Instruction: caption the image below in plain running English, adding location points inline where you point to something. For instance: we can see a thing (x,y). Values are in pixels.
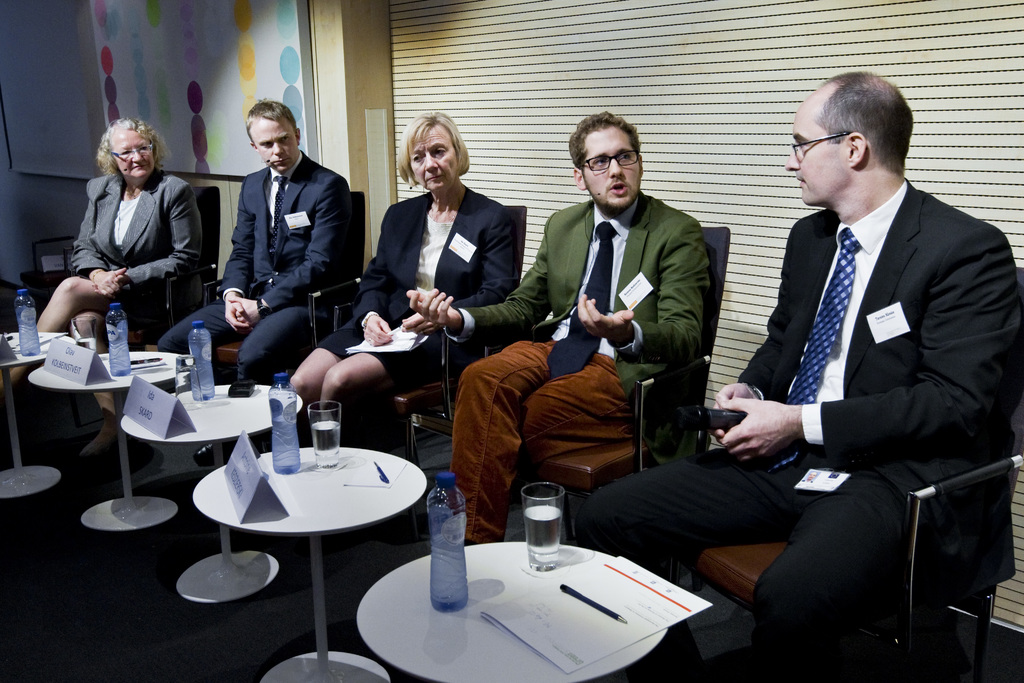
The image is taken inside a room (90,112). There are five people (769,370) sitting on a chair (340,274). There is a table (459,621). There is a bottle (434,598), glass (539,561), pen (610,616) and a paper (558,645) placed on a table (400,604). In the background (215,120) there is a board (167,106). The person (556,327) with the green suit (644,316) is talking.
